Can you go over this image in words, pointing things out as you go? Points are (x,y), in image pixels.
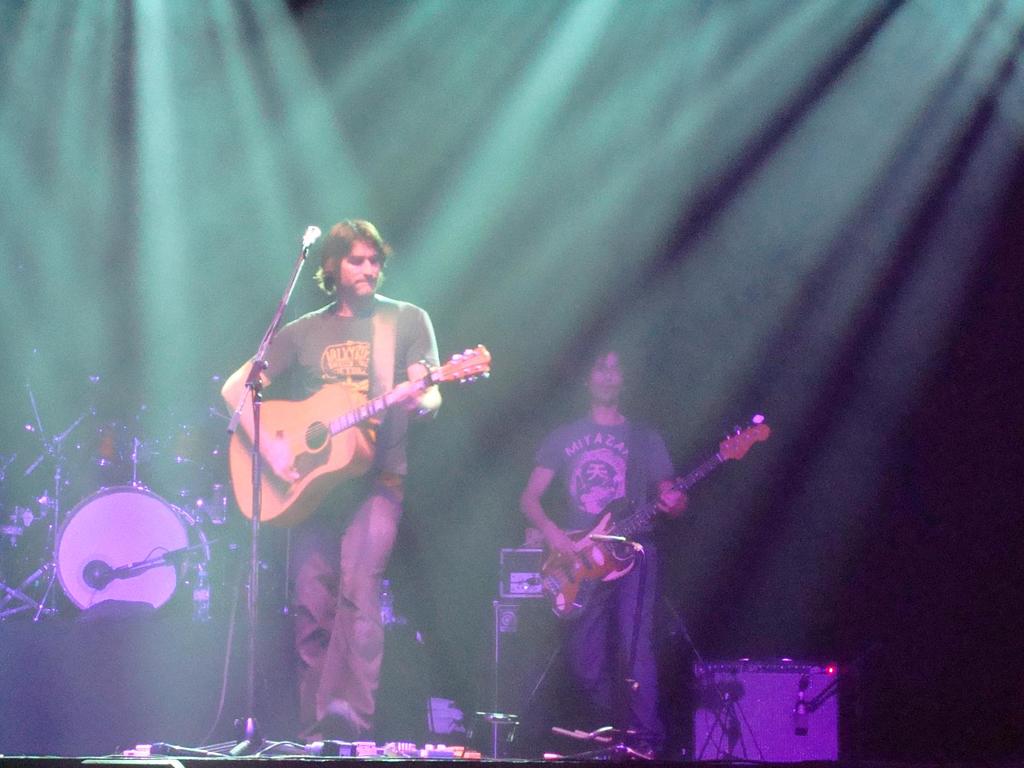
Here we can see two persons (608,442) are holding guitar (341,419) and playing guitar (331,455) and both of them having microphones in front of them and at the left side (191,475) we can see drums (146,450) and at the right side (818,717) we can see some sort of musical instruments (785,736).
